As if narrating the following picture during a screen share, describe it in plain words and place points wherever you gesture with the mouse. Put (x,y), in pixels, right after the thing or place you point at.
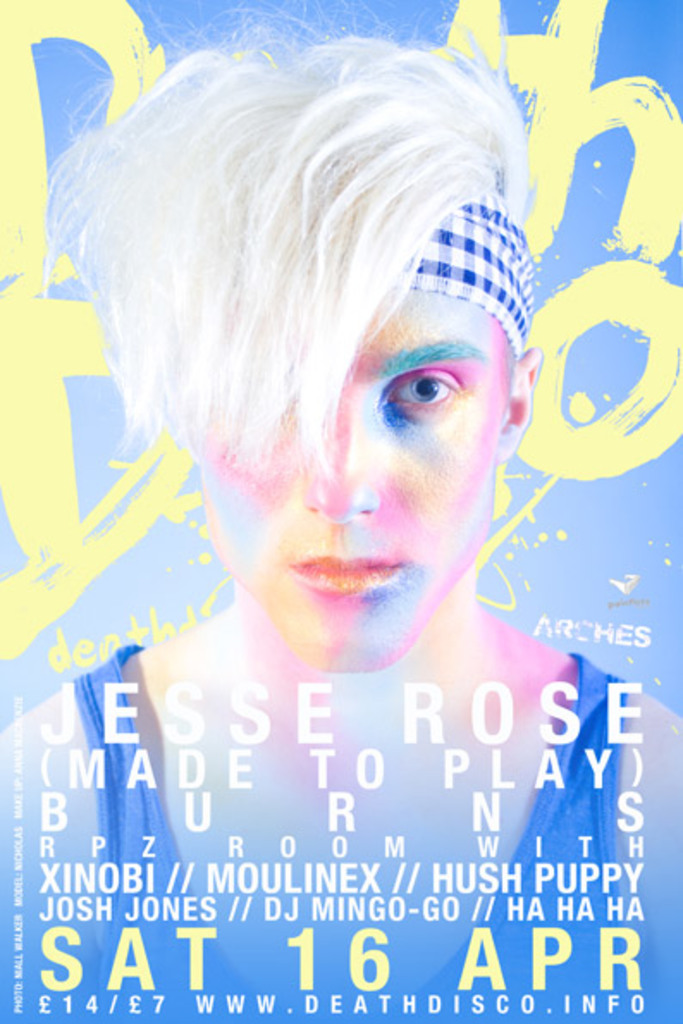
In this image we can see a person (403,725). In front of the person (357,761) we can see some text (205,1000). Behind the person (273,385) we can see a blue background (579,503) and the text (141,468).
